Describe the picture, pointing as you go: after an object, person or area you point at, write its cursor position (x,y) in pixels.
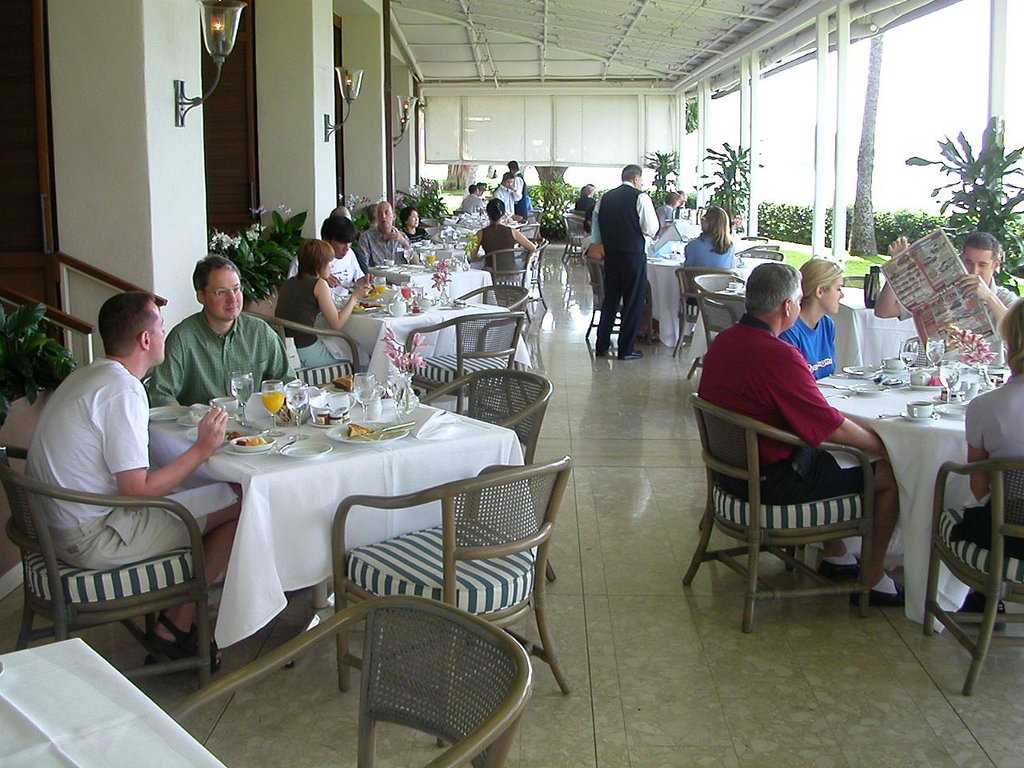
In this picture we can see a group of people (147,361) sitting on chair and in front of them there is table (186,434) and on table (389,419) we can see glasses (239,383), plate (376,428), bottles (325,416), cup (914,407), saucer (929,416), flowers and some are standing and taking orders from this people (241,335) and in background (169,116) we can see wall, pillar (402,85), lamp (349,113), trees (936,189).
